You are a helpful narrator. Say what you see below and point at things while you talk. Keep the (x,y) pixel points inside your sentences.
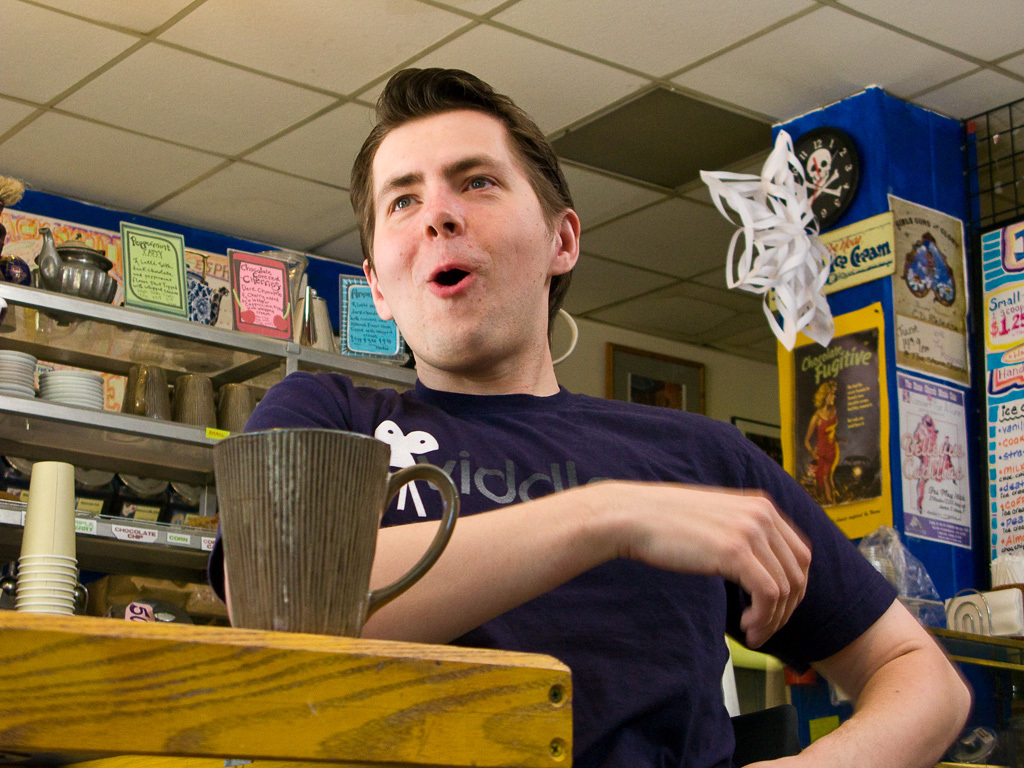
In this image I can see the person (687,643) and the person (669,630) is wearing blue color shirt (637,612). In front (364,549) I can see the cup (367,535) on the brown color surface (330,670). In the background (9,381) I can see few glasses (159,416), plates (0,363) in the racks (126,338) and I can see few posters (898,278) attached to the pillars (923,154).
